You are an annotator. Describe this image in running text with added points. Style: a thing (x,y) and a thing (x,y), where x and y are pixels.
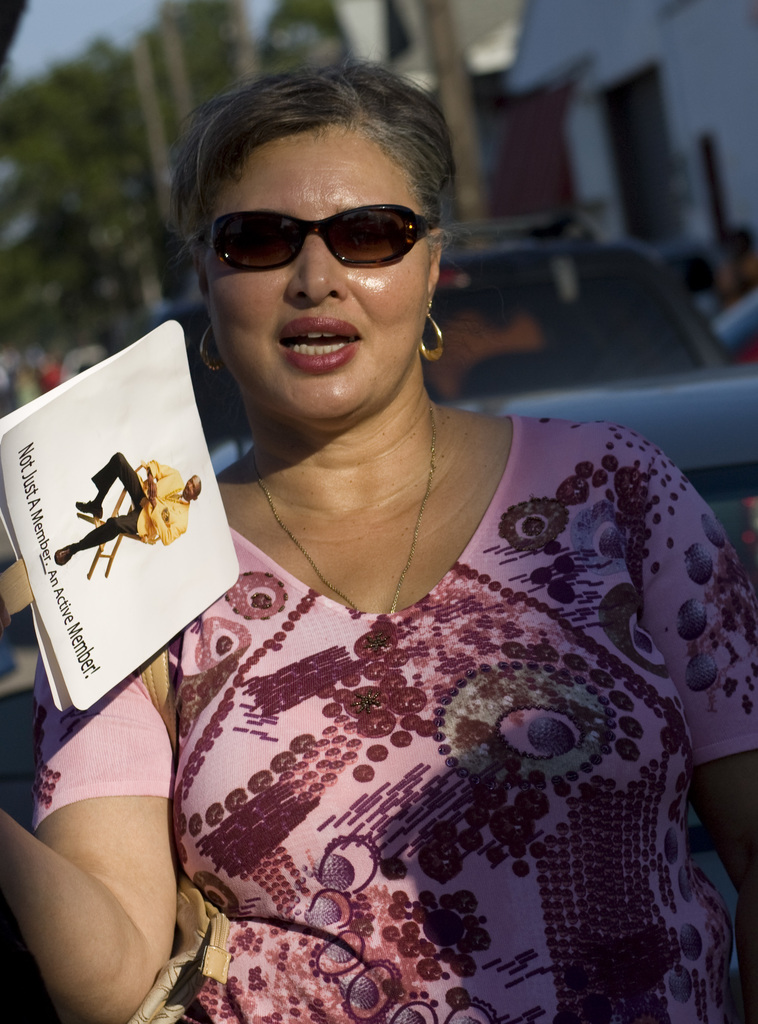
In this picture we can see a woman (362,792) is holding a placard (131,604) in the front (128,641), there is a picture (147,513) of a person (140,520) and some text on the placard (62,629), there is a car (696,433) in the middle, in the background (401,50) we can see trees (227,36) and a house (646,106).
